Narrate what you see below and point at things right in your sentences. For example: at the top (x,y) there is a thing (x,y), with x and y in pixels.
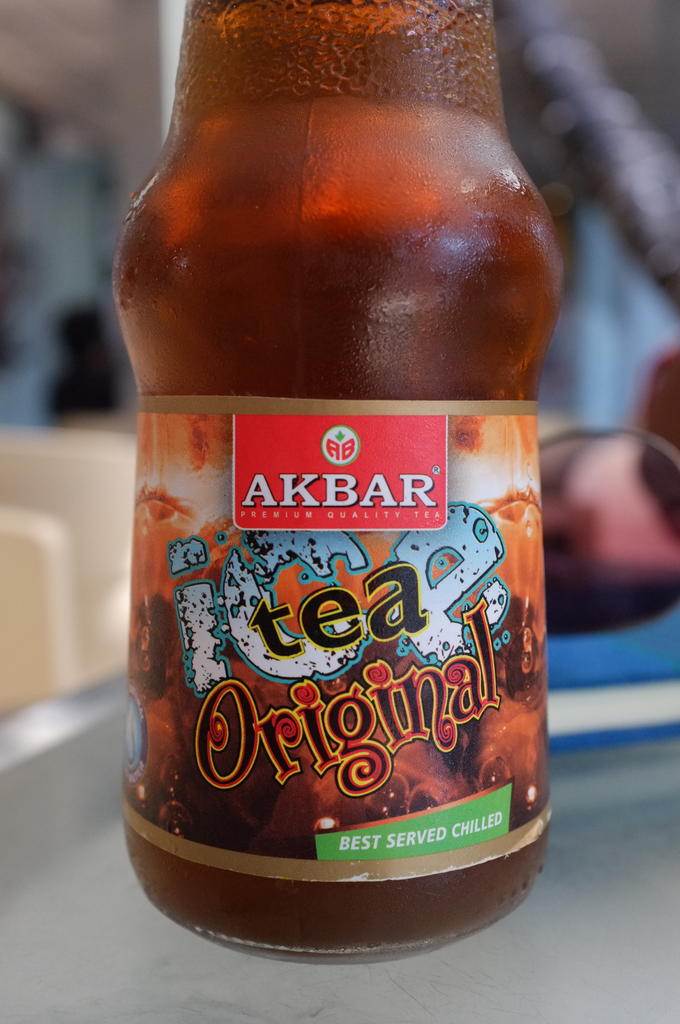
This is a glass bottle (415,263) which is brown in color. This is a label (275,847) attached to the bottle (382,652). This bottle (402,541) is placed on the table (513,980).
